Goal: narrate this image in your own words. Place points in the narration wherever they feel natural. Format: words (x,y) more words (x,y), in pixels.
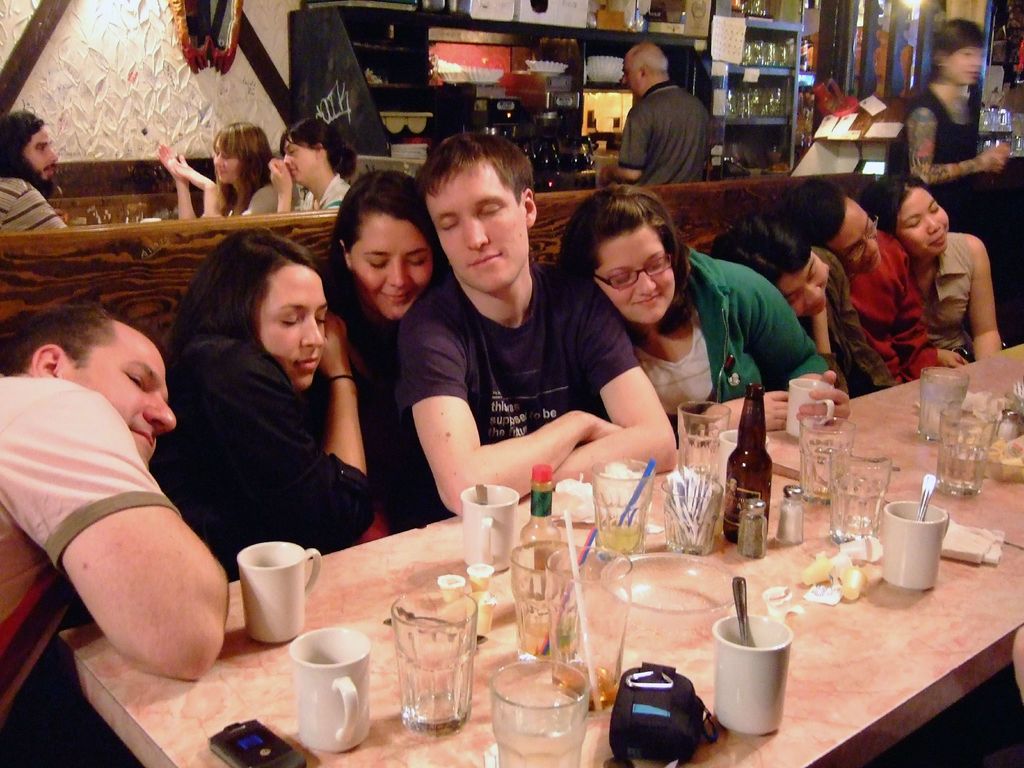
It is a table (377,766) there are glasses (459,653), cups (341,669) on this. These people (209,586) are acting like they are sleeping. He is the middle person (543,306) he wear a T-Shirt (543,321). They are sitting on the sofa (548,243) behind them there are two women (326,176) sitting. There is a wall (157,130) here.
